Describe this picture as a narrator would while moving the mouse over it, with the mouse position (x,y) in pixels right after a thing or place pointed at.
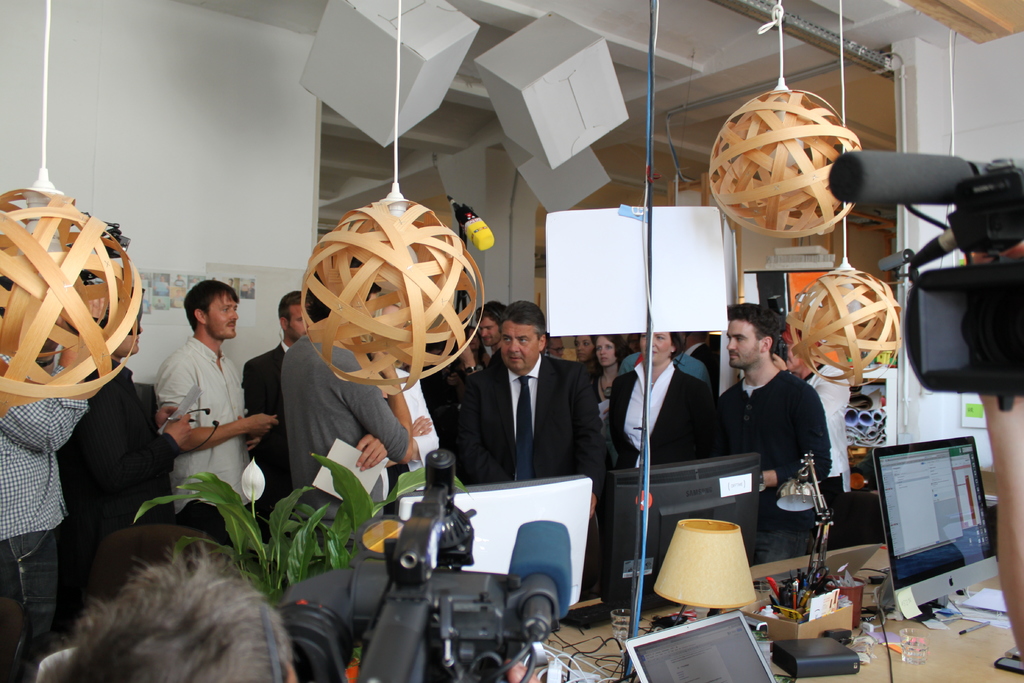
In the foreground of this image (200,628), there are persons (1003,473) holding cameras (452,630). In the middle (380,438), on the table (928,631), there are monitors (961,566), lamps (700,572), cables (601,670) and few more objects (804,639) on it and we can also see a plant (274,522), few persons (393,427) standing, hangings (464,272) to the ceiling (456,87) and the wall (961,112). In the background (283,167), there is wall (264,219), posters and the ceiling (625,60).
